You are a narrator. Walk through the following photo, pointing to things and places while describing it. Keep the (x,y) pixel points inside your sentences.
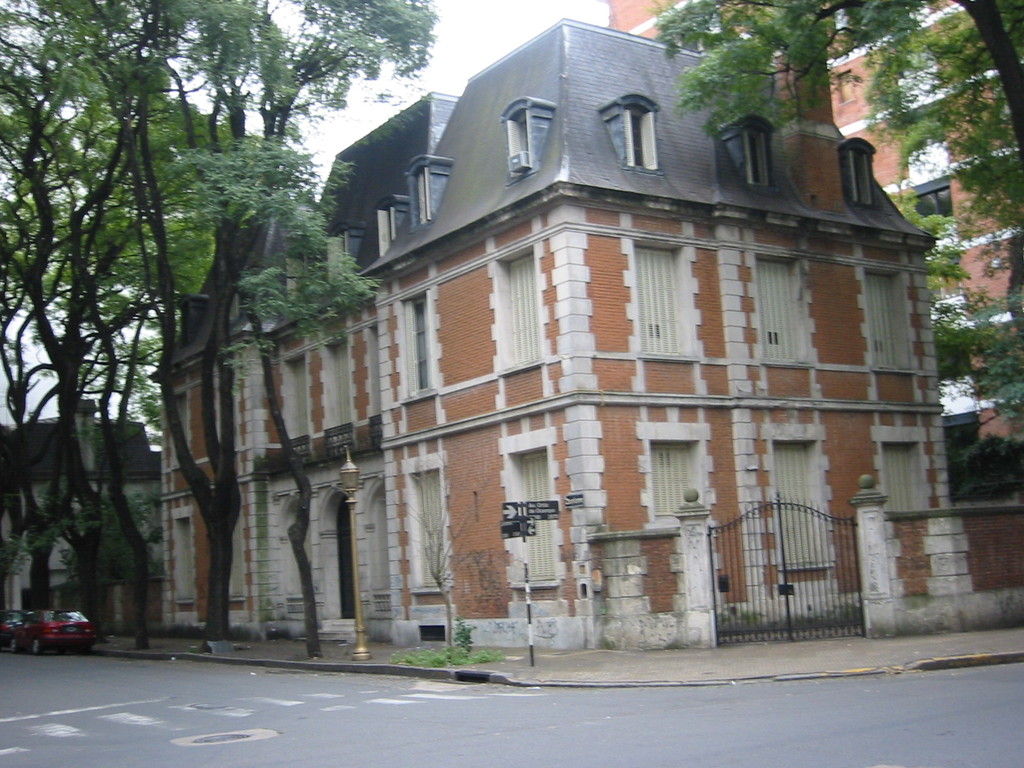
In this picture we can see vehicles (52,633) on the road (525,700), footpath (929,651), gate (756,627), name boards (510,517) attached to a pole (532,647), light pole (347,452), trees (23,491), buildings (412,629), windows (782,330) and in the background (483,53) we can see the sky (457,50).
